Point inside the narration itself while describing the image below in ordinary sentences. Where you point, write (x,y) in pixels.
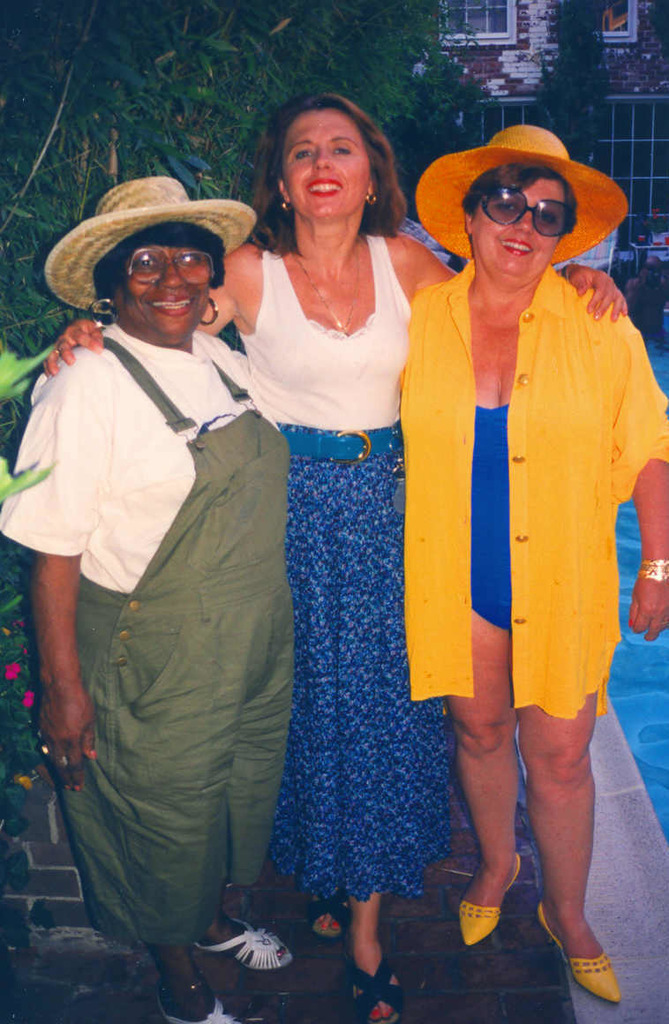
In the front of the image (531,733) three people (458,514) are standing and smiling. Among them two people (114,268) wore goggles (514,215) and hats (583,177). In the background of the image (478,140) there is a building (541,76), water (622,702), leaves (242,23), flowers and objects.
